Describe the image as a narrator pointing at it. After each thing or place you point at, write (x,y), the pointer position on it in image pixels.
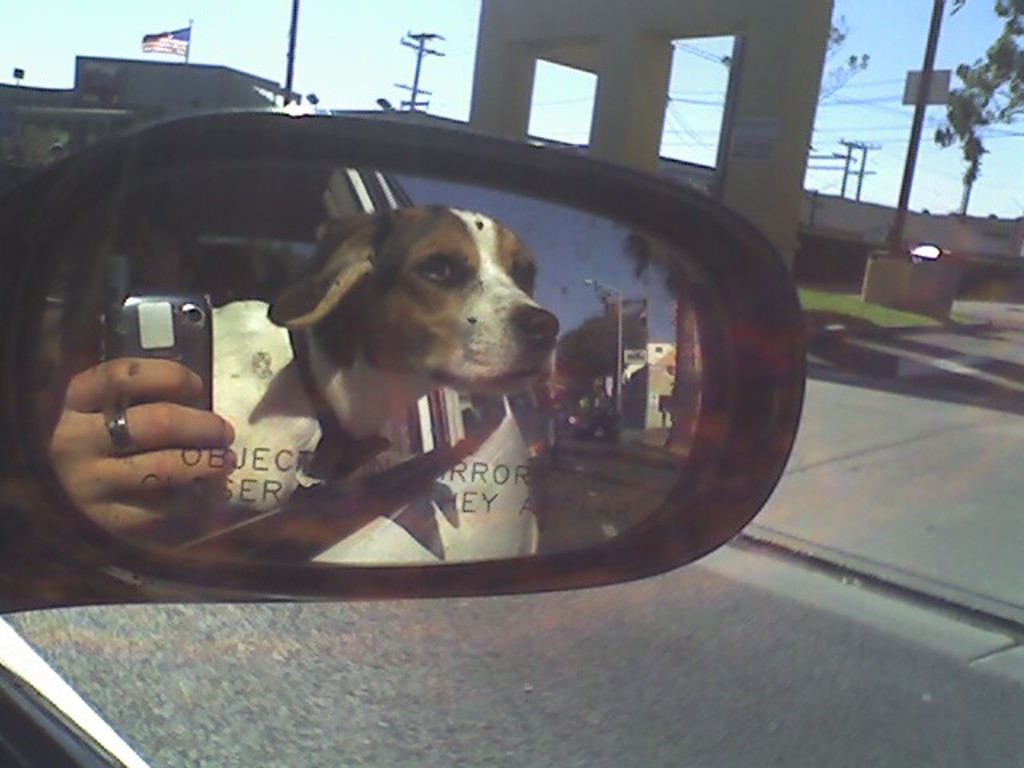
From the side view mirror (450,263) we can see a dog (439,238) and a camera (194,310) in a person's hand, in front of the mirror (310,187) there are lamp posts (917,106), signboards (912,95), trees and buildings (195,71), on the buildings (223,89) there is a flag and there are electrical cables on the towers (408,44), beside the side mirror (642,410) there is a pavement (903,474), from the mirror (456,390) we can see other cars (597,429) on the road (568,481).
